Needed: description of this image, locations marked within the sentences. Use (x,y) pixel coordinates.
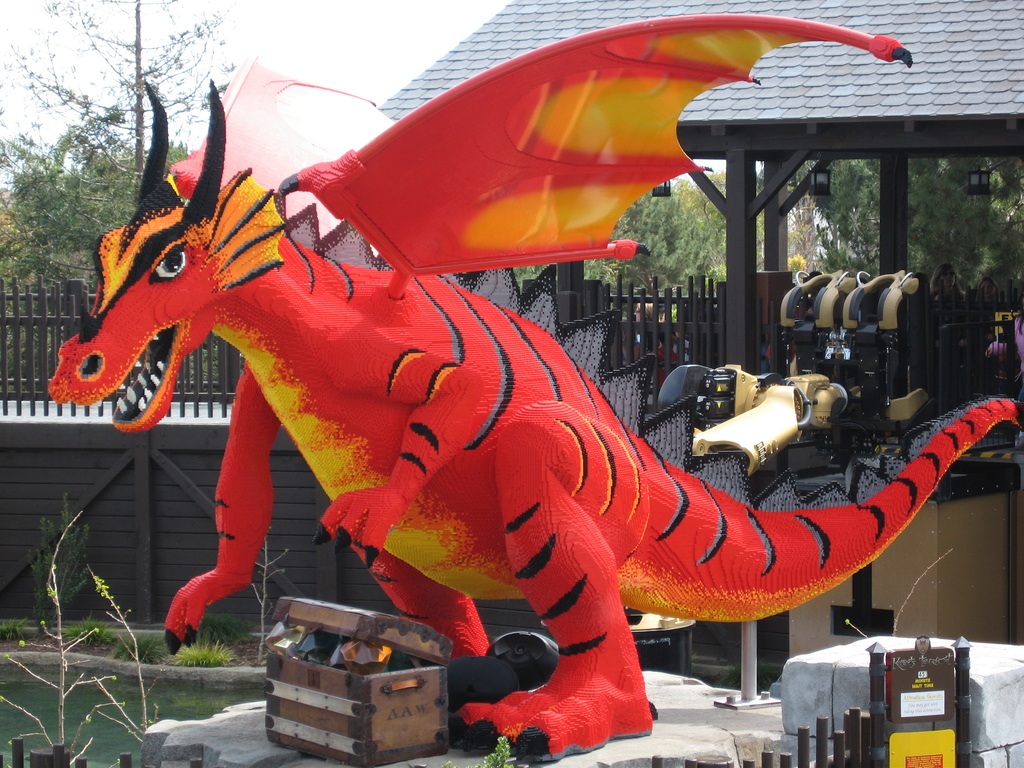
In this image I can see animal sculpture (415,308) and a box (378,624) in the foreground (411,221), on the left side (47,98) I can see fence (28,393), tree (110,209), sky (110,102), on the right side (966,108) I can see fence (987,379), tree (933,171), tent (912,105), some other objects (967,767).
